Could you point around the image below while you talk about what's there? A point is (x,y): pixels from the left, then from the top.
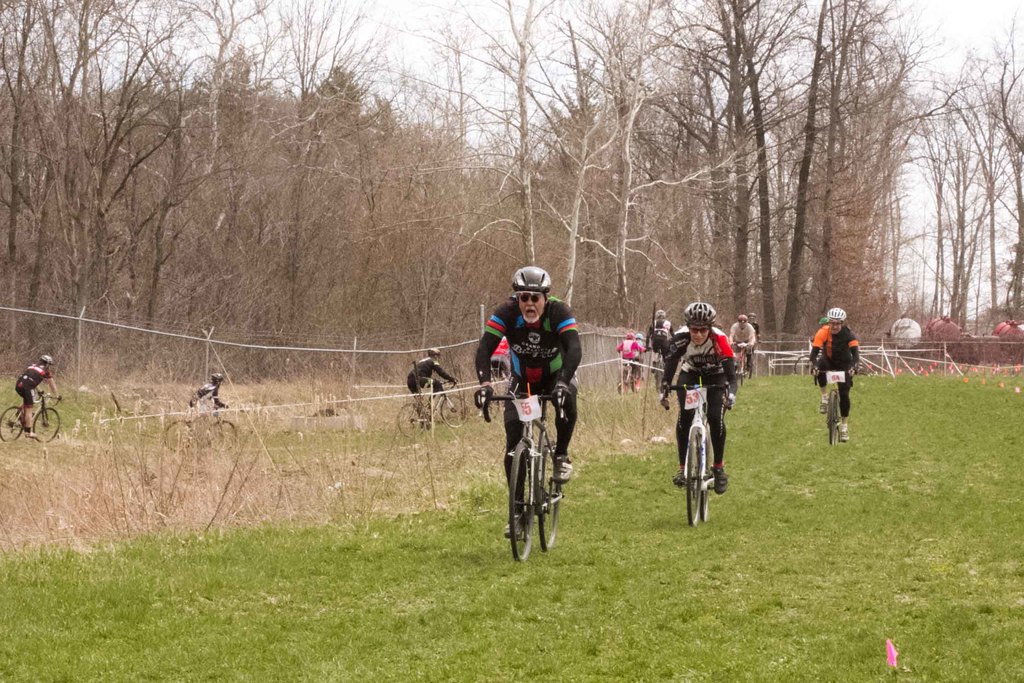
In this picture we can see some people (505,349) riding bicycles (445,398), they wore helmets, gloves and shoes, at the bottom (743,499) there is grass (669,628), we can see some trees (723,193) in the background (199,187), there is sky (929,18) at the top of the picture (923,34).
